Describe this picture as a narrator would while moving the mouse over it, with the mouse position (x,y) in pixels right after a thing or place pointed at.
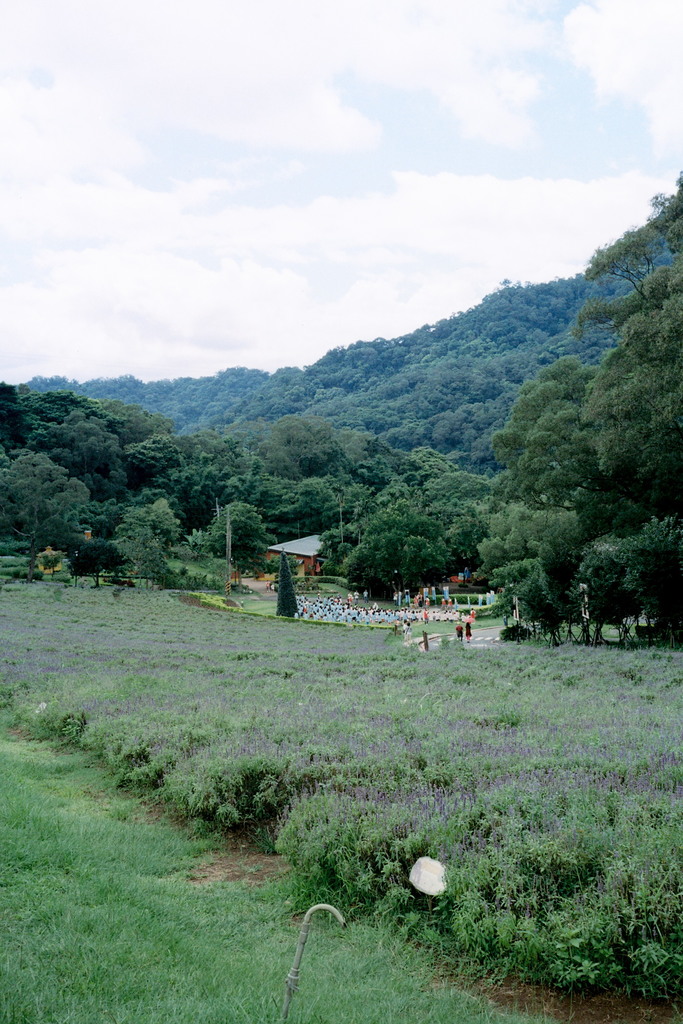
In this image I can see many trees (134,556). In front of the trees (604,610) I can see many people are sitting on the ground (479,631). In the back (256,361) I can see the clouds (260,282) and the sky (267,315).
